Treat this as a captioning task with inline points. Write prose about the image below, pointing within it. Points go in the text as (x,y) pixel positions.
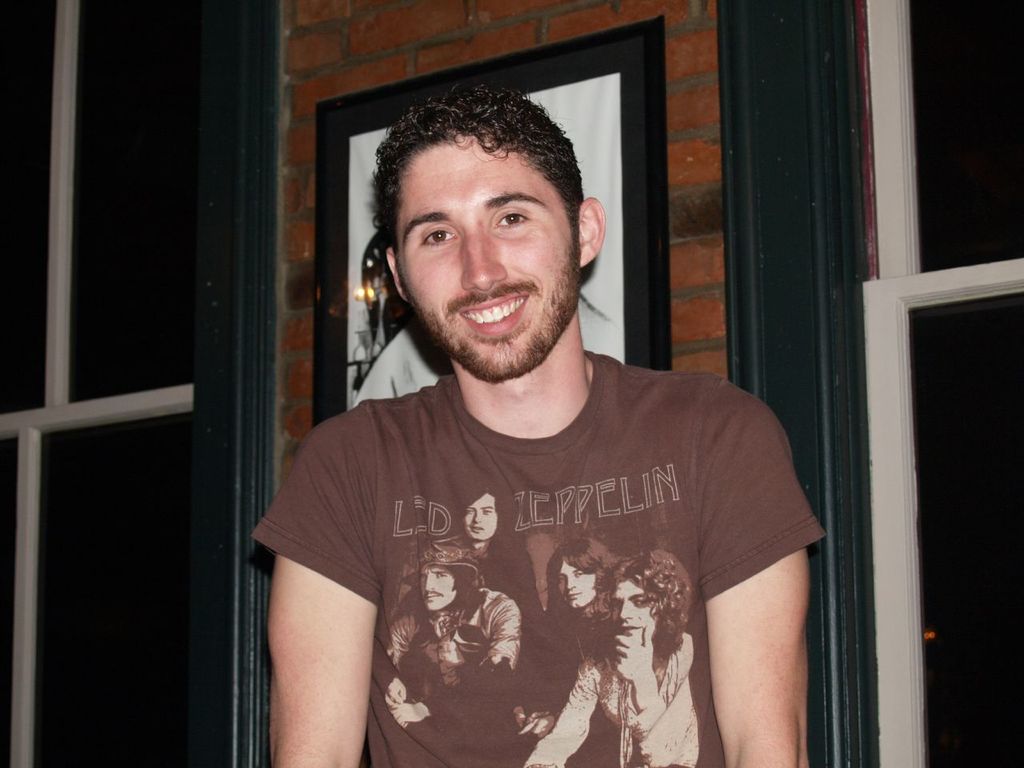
In the picture I can see a man (488,399) is standing. The man (505,549) is wearing a t-shirt (502,491) and smiling. In the background (323,51) I can see a brick wall (688,302) which has a photo (350,268) on it.
